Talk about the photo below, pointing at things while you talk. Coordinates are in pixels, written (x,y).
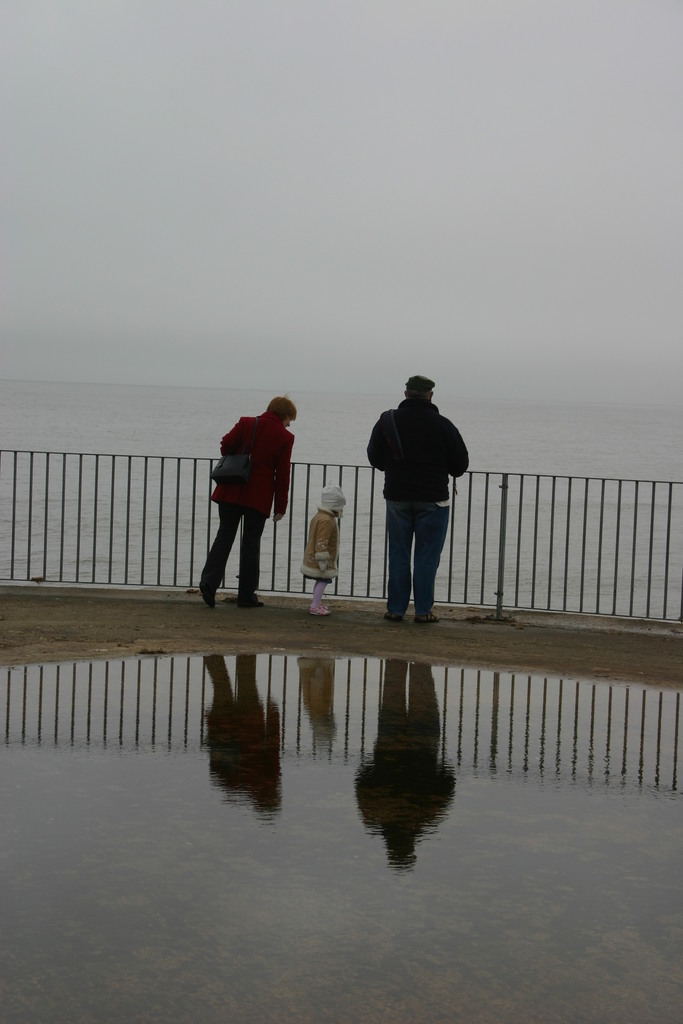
In this picture, we can see a few people (409,545), water (481,542), ground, and some water (264,884) on the ground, fencing (275,557), we can see reflections (277,726) of persons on the ground (436,638), and we can see the sky (286,257).
